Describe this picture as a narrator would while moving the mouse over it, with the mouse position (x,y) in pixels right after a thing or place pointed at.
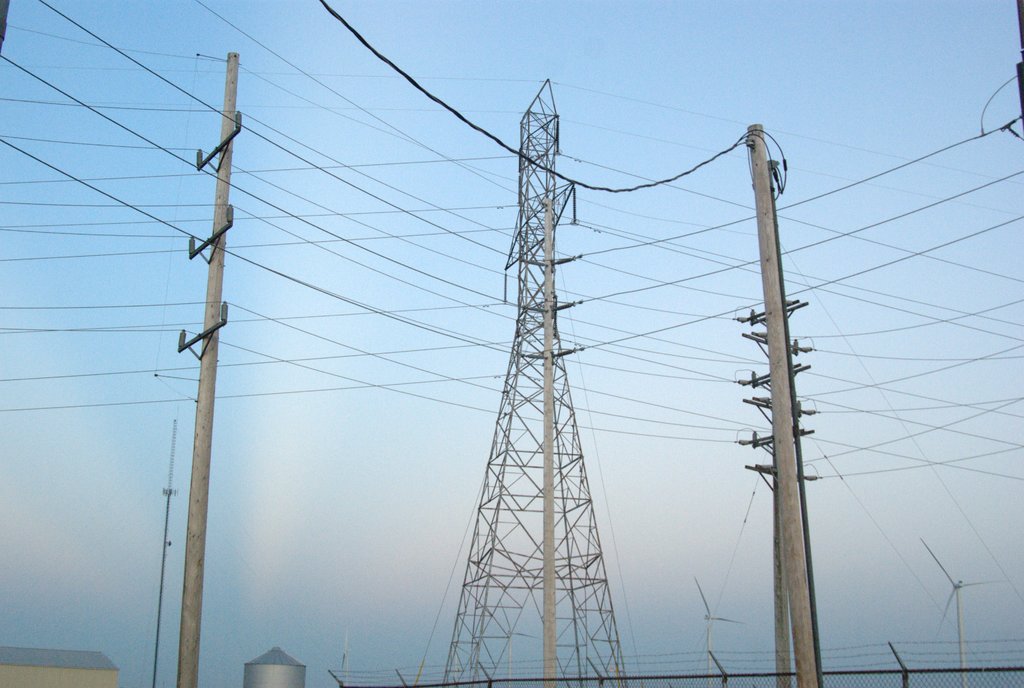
In the picture we can see a tower (492,534) and electric poles (230,142) with wires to it and to the tower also we can see wires (836,325) and in the background (822,325) we can see wind mills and the sky (639,429) behind it.
